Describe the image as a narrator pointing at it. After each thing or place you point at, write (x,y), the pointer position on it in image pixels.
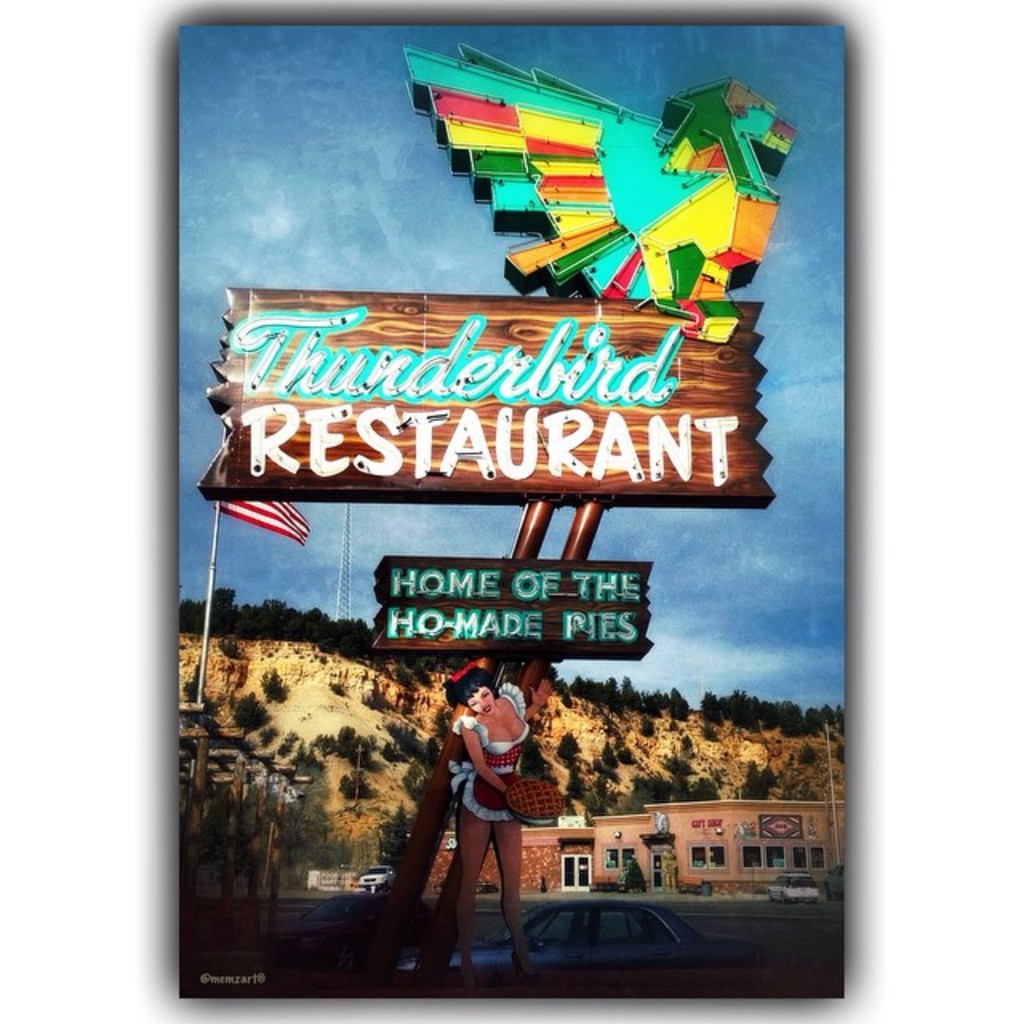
In the picture we can see a poster (821,806) of the restaurant advertisement (527,596) and on it we can see a board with poles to it and on the board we can see a name thunder bird restaurant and under it we can see a cartoon woman (452,684) standing and behind it we can see some houses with doors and windows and besides we can see a flag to the pole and in the background (397,707) we can see hills (411,704) with some plants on it and in the background (800,84) we can see a sky (418,150).
